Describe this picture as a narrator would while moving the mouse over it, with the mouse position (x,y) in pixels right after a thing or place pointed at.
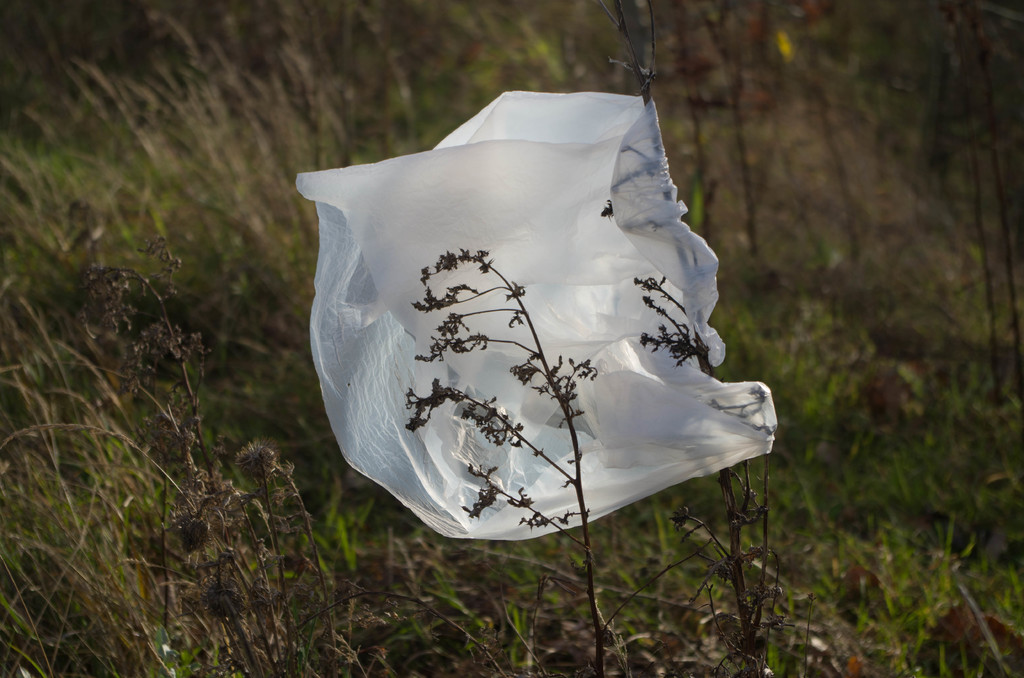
In this image I can see in the middle (680,267) there is a polythene cover (617,365) that is attached to the plant (741,489) and there is the grass (299,273) in green color.
